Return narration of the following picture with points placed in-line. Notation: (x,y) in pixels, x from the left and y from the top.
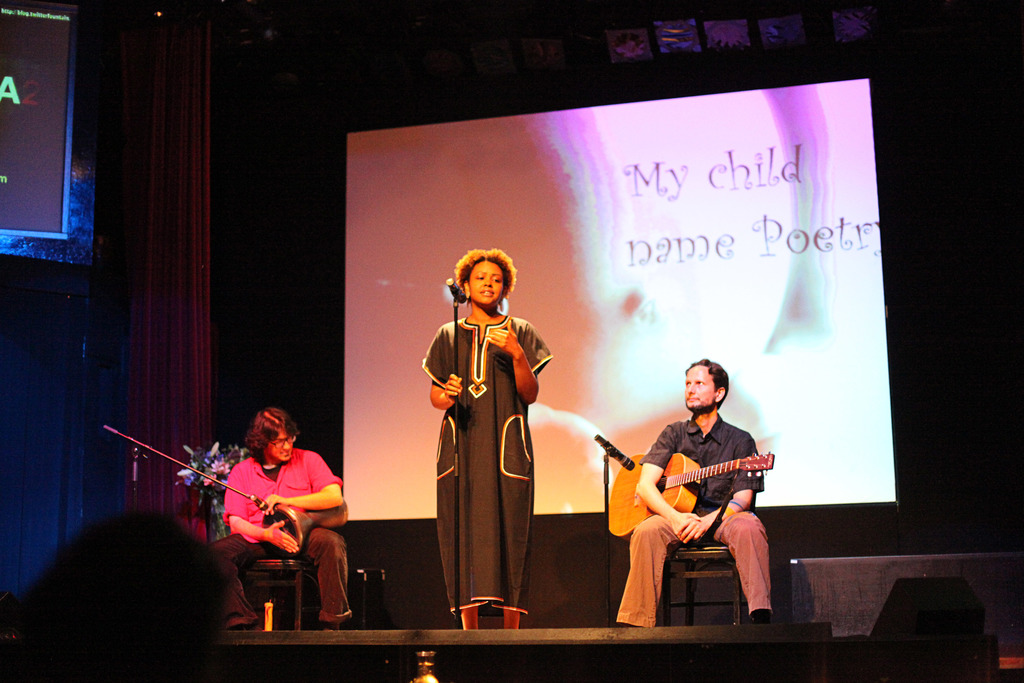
In the picture we can see two men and one woman (498,294), woman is standing and singing in the microphone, two men (291,443) are sitting and holding a drum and a guitar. In the background (681,317) we can see a curtain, a screen (666,316) which is lighting.
